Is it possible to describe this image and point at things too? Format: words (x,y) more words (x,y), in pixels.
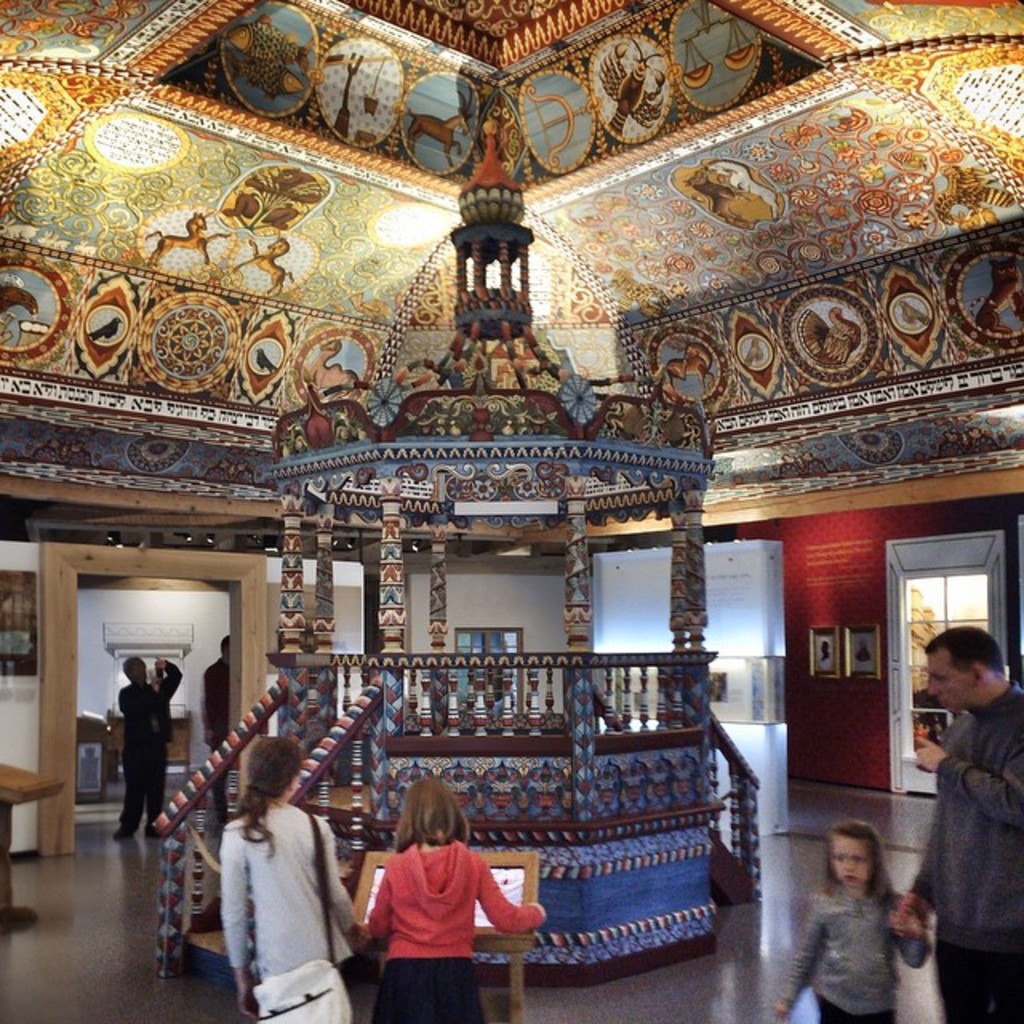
In this picture I can observe architecture (445,727) in the middle of the picture (496,435). I can observe interior design of a building (714,288) in the middle of the picture (571,366). In the bottom of the picture (941,917) I can observe some people (371,931) walking on the floor (154,931).
